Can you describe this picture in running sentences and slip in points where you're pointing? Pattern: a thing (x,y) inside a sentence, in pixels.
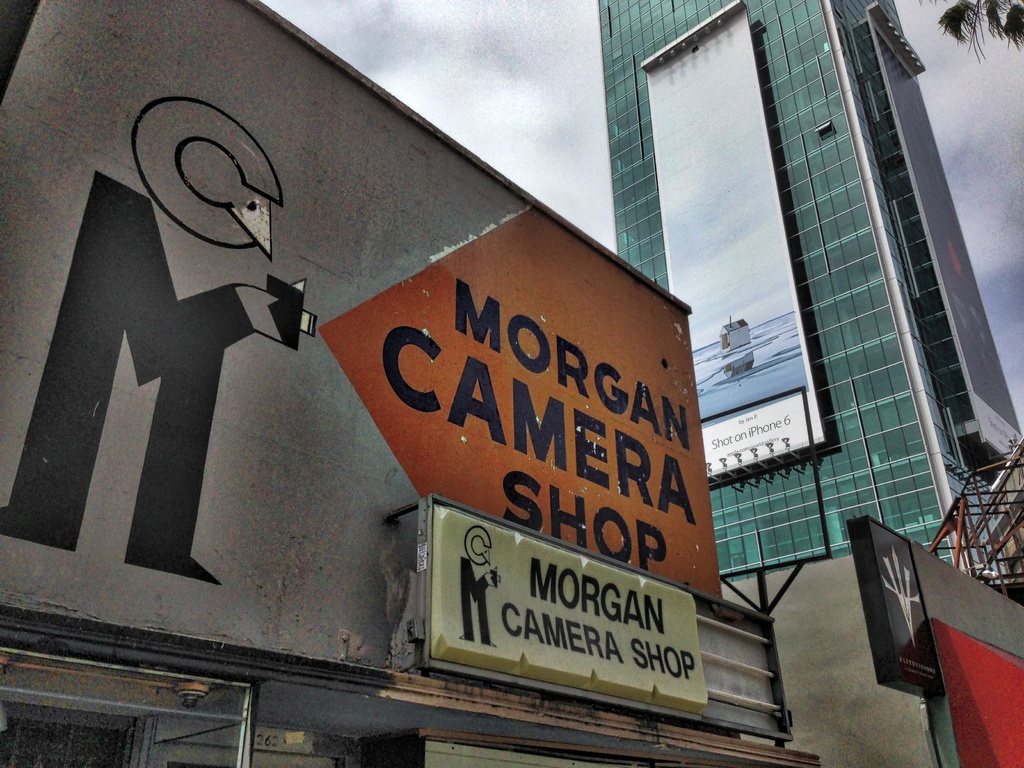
In this image we can see buildings (556,459), screen (767,305), stairs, sky (575,116) and clouds (466,45).
